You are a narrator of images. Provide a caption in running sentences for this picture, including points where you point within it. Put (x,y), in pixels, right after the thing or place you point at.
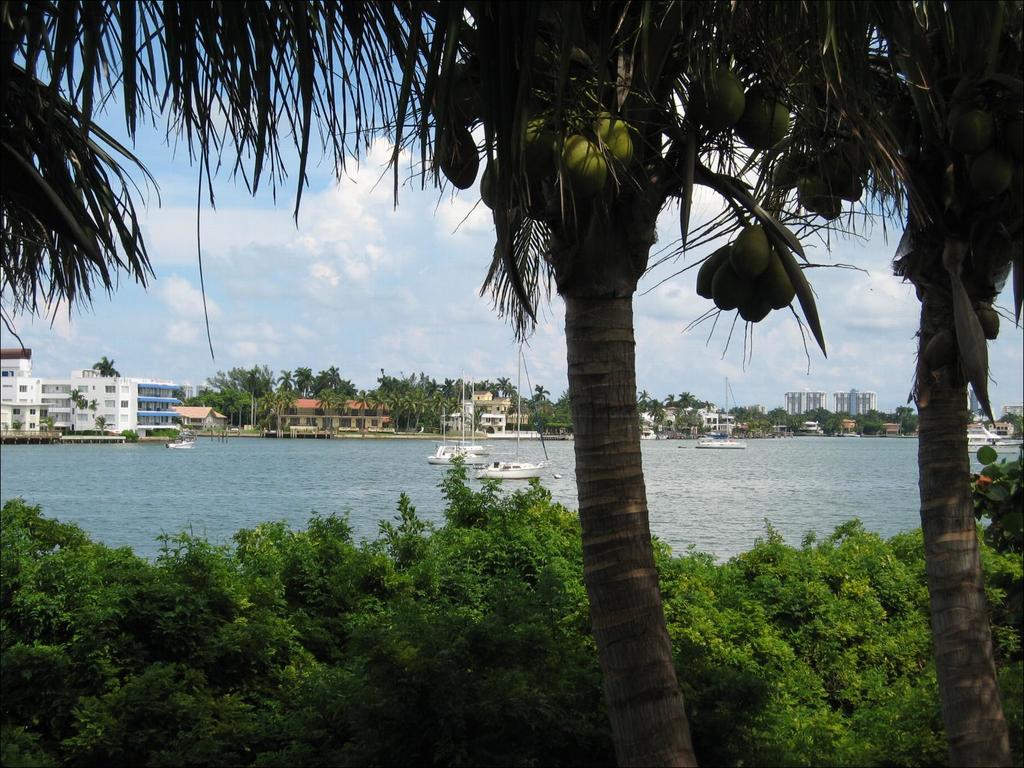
Here, we can see some green color trees (490,683), there are some coconut trees (608,435), and there are some green color coconuts (753,267) on the trees (602,243), there is water (851,459) and there are some boats (509,468), there are some buildings (111,405), at the top (304,249) there is a sky (304,249) and there are some white color clouds (337,238).
